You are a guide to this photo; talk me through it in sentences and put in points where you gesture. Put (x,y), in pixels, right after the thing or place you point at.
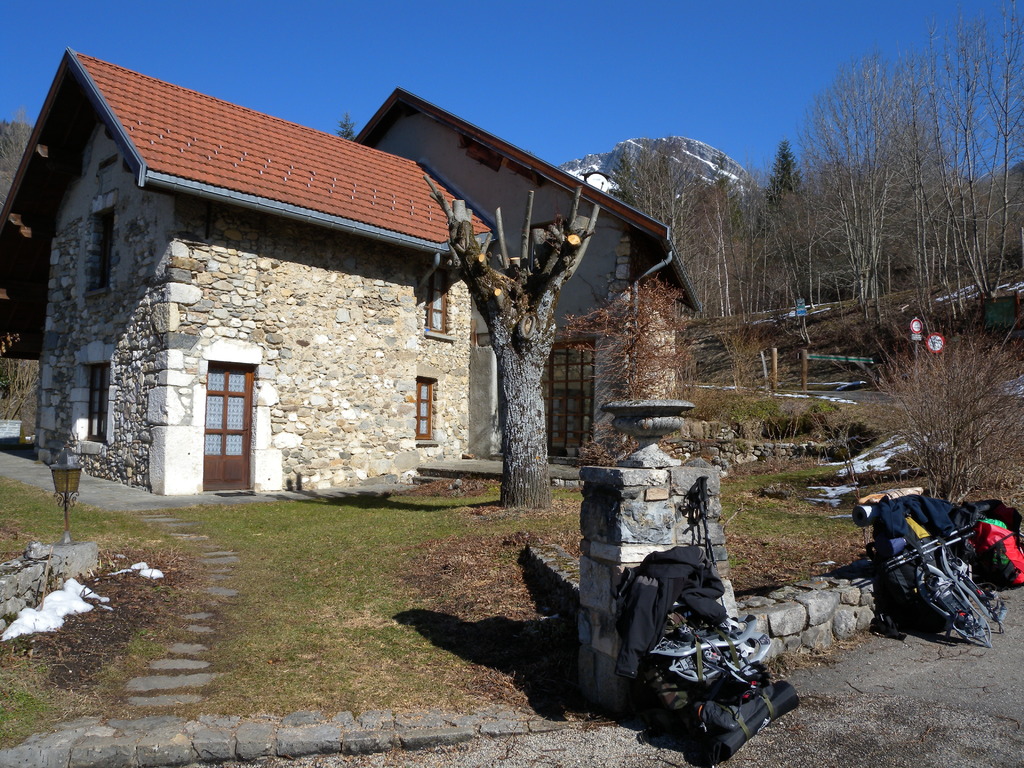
In this image, we can see sheds (288,244) and there are trees (872,295), poles (800,358), boards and we can see bags (924,528) and some other objects (653,597) and a light (71,487) and some stones (672,463). At the top (582,70), there is sky (587,83) and we can see hills (668,157). At the bottom (552,744), there is a road (505,739).
